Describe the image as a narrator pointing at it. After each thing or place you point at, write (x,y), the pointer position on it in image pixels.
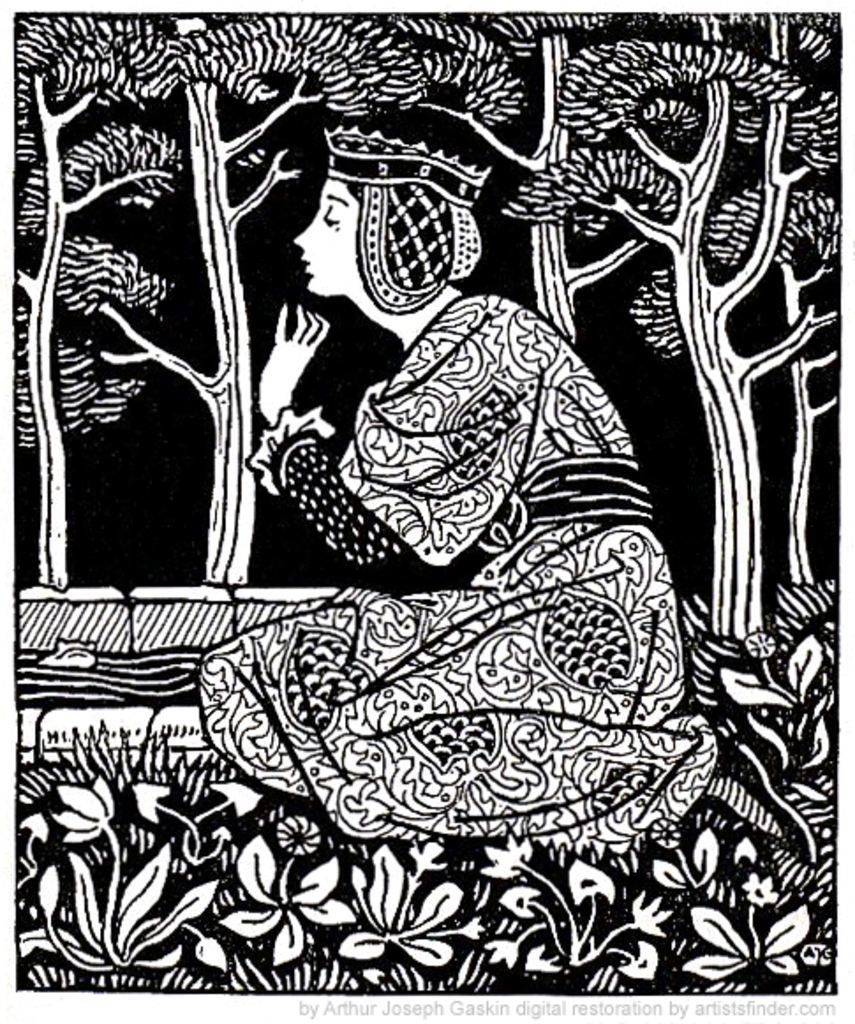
In this image I can see it is a sketch of a woman (445,608) sitting. There are plants (685,860) at the bottom (699,858), at the back side (51,495) there are trees (223,497).
